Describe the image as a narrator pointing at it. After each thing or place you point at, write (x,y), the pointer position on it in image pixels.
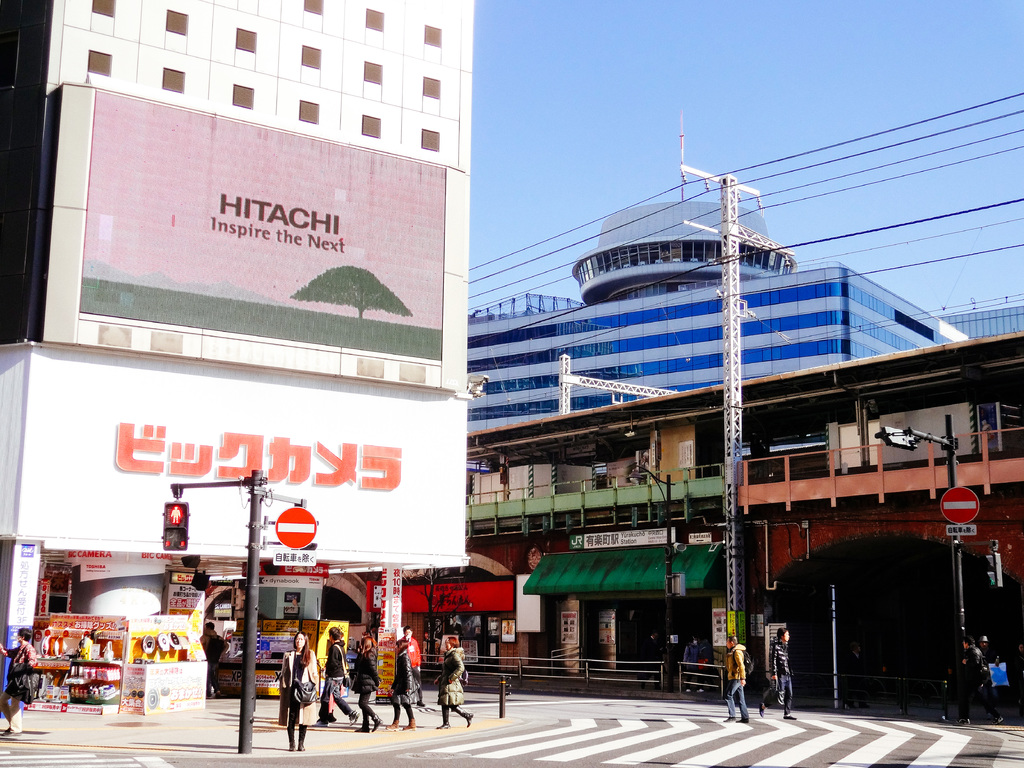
In this picture we can see people (857,667) on the ground (495,730), here we can see poles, boards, buildings (621,643) and some objects (627,660) and we can see sky (475,225) in the background (791,31).
